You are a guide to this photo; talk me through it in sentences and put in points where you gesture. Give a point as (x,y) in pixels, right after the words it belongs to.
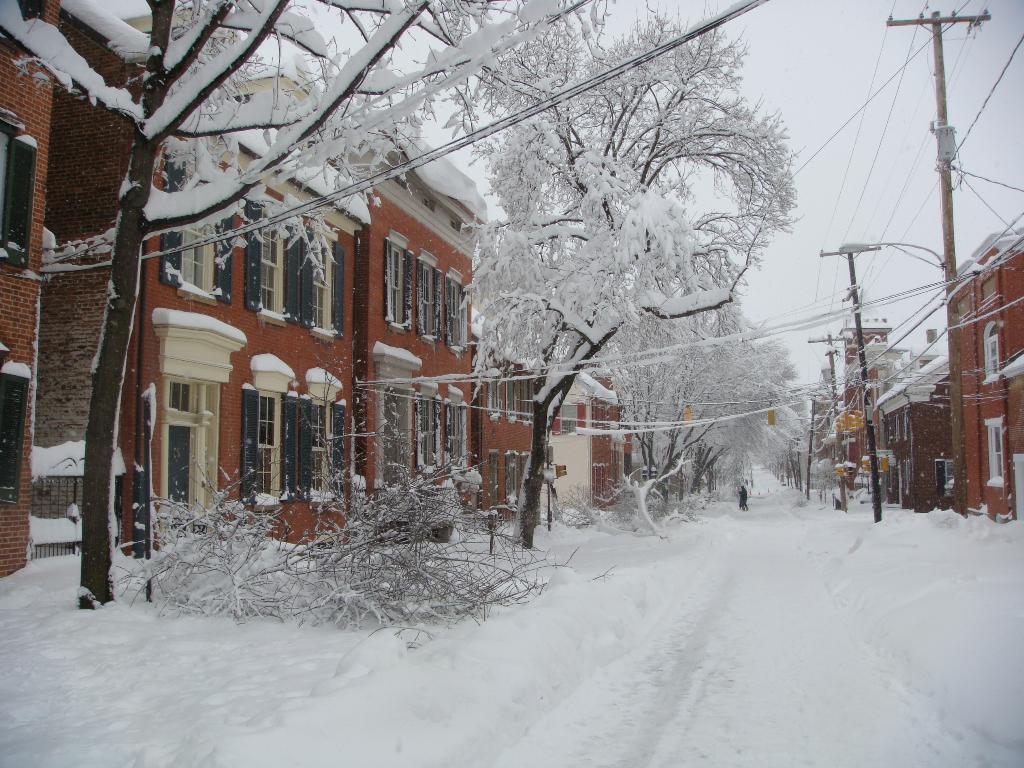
In this image, we can see snow (857,659) which is in white color, there are some trees (405,487) and there is snow (521,204) on the trees (120,323), we can see some buildings (334,385), at the right side (826,339) there are some electric poles (862,342), at the top (807,134) there is a sky (807,133) which is cloudy.
